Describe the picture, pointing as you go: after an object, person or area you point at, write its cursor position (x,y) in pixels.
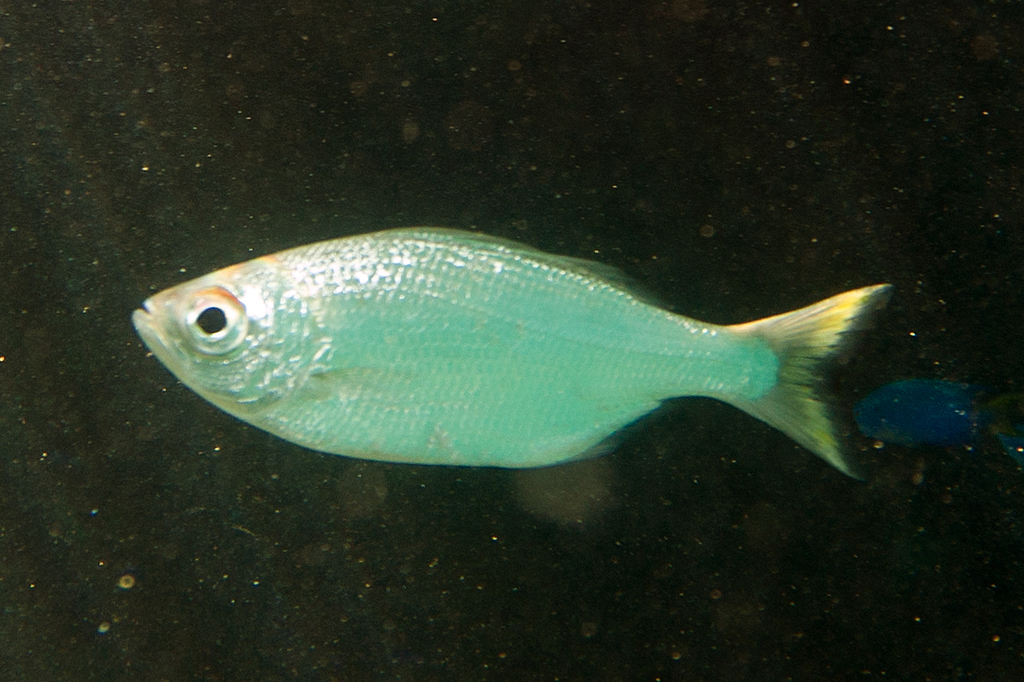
As we can see in the image there is water (519,238) and fish (536,328).
